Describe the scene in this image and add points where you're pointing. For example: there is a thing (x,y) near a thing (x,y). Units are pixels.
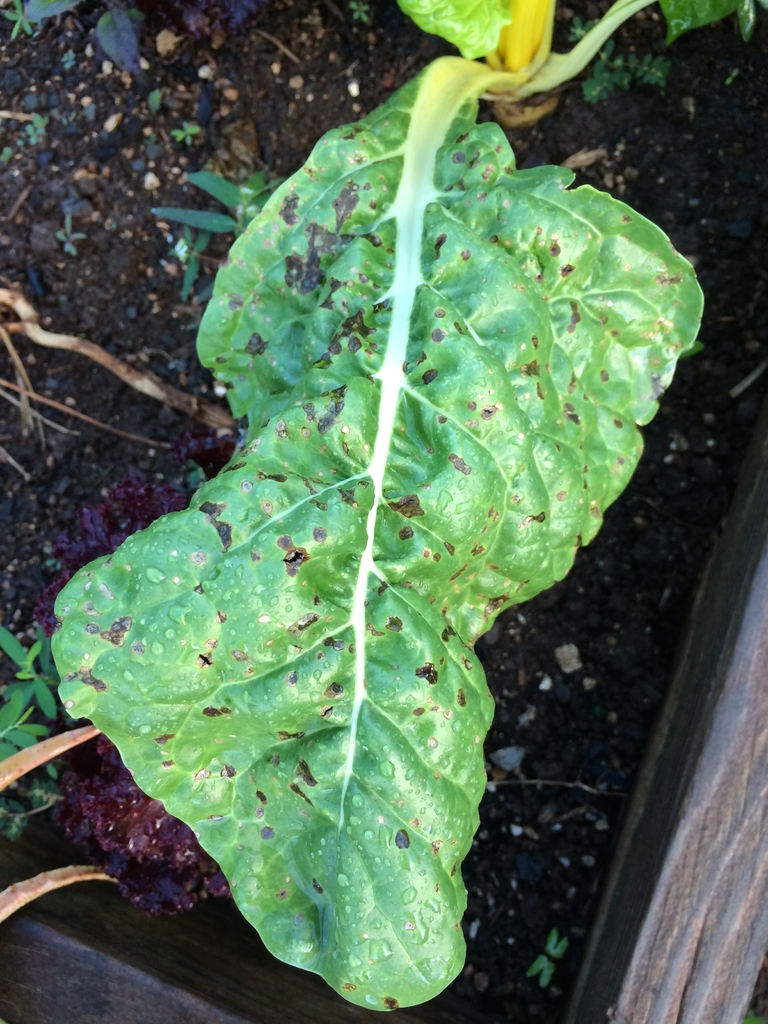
There is a leaf (430,753) of a plant (349,390) in the foreground area of the image (335,632), there is a wooden surface (694,979) in the bottom right (614,934) and left side of the image (55,996), there are stones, muddy texture (182,375) and leaves (598,62) in the background (224,38).
